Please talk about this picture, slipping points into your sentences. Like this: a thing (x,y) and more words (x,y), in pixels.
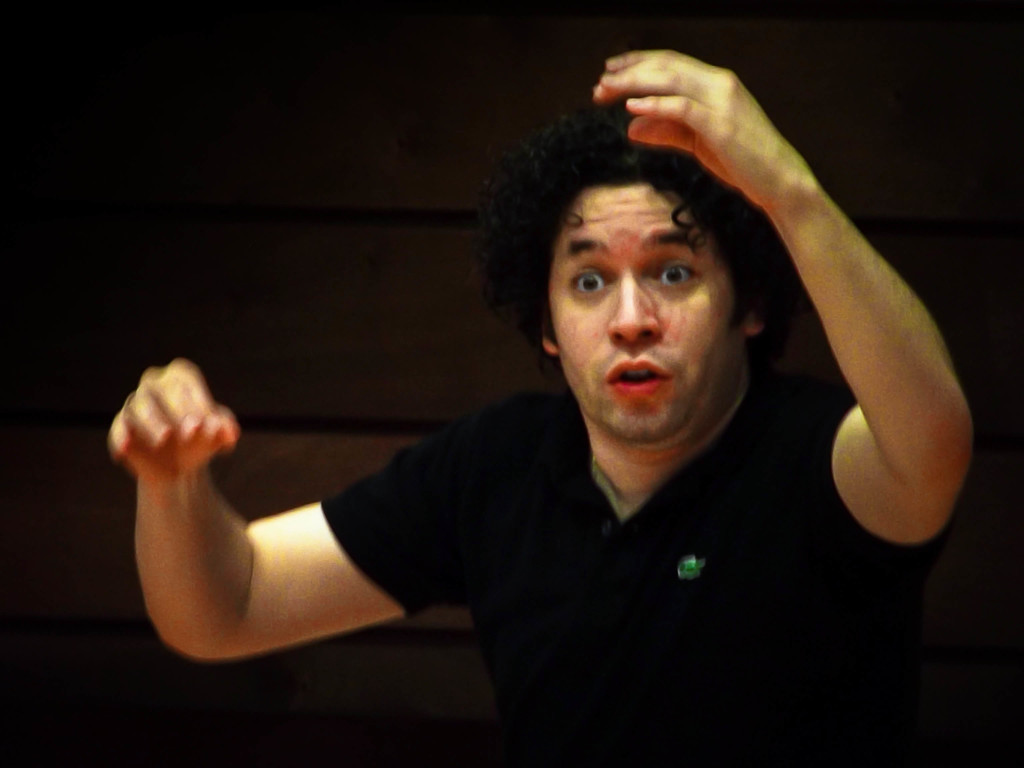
In this picture I can see there is a man (742,371) standing here and is wearing a black shirt (633,655) and in the backdrop (414,244) there is a black wall (58,417).
